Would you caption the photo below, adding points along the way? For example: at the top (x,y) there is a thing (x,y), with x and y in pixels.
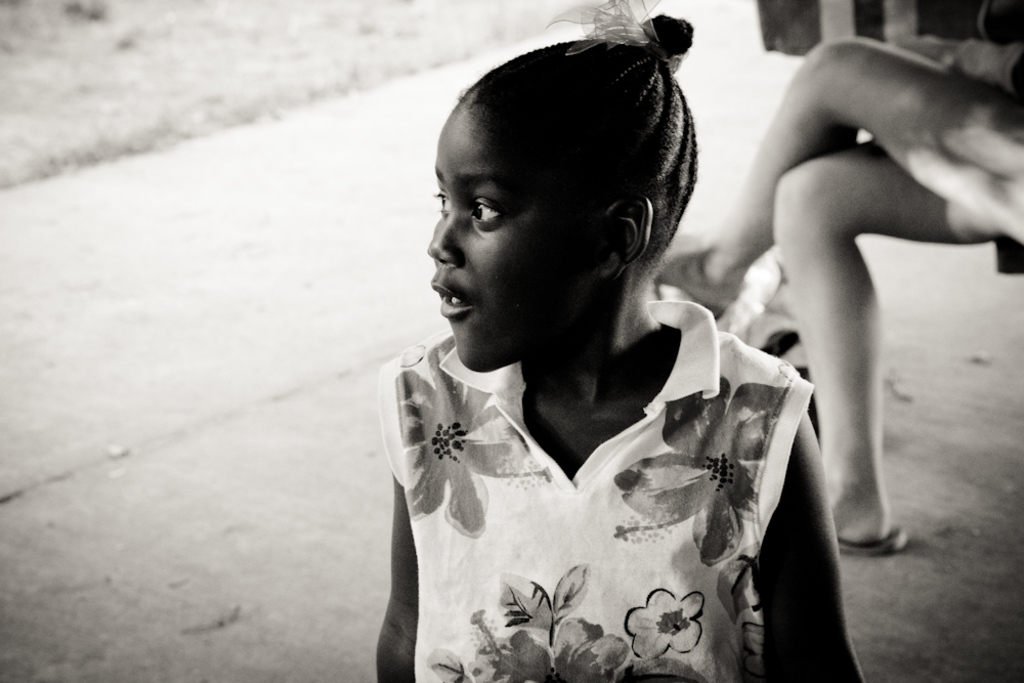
This picture describes about group of people (719,291), in the middle of the given image we can see a girl (616,198), she is standing, behind to her we can see another person (988,156) is seated.
